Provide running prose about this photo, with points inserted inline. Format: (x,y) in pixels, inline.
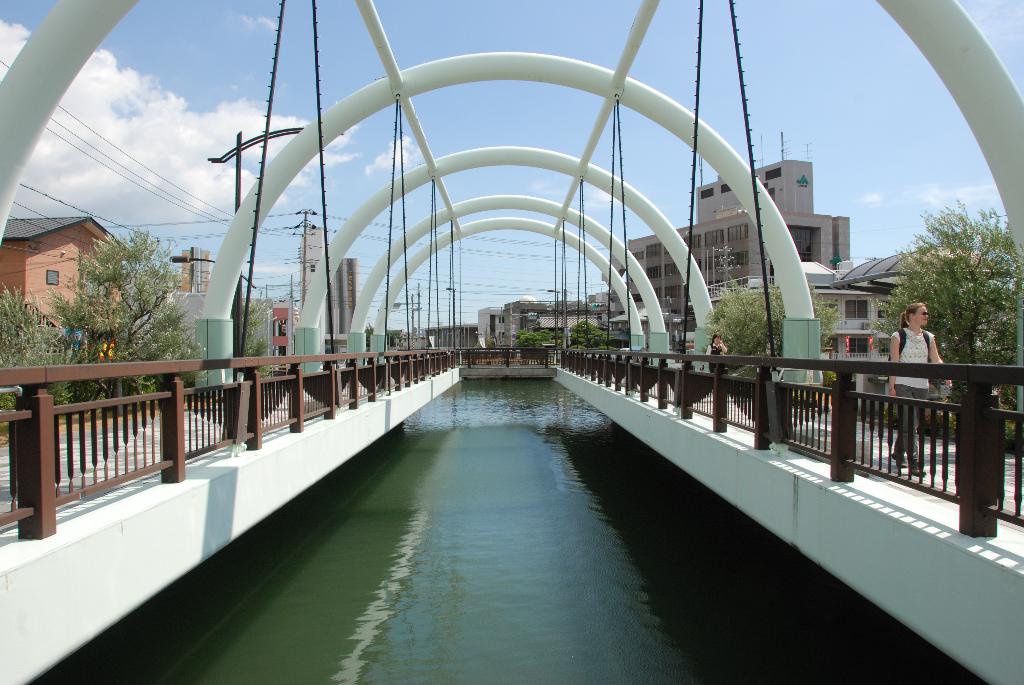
In this image there is a river (503,486), on either side of the river (484,452) there is a bridge (626,413) and that bridge (223,437) is covered with fencing (441,357), on that bridge (835,410) people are walking and on either side there are trees (760,337) and buildings (661,281), there are poles (268,306) and in background (710,54) there is a blue sky (703,67).
